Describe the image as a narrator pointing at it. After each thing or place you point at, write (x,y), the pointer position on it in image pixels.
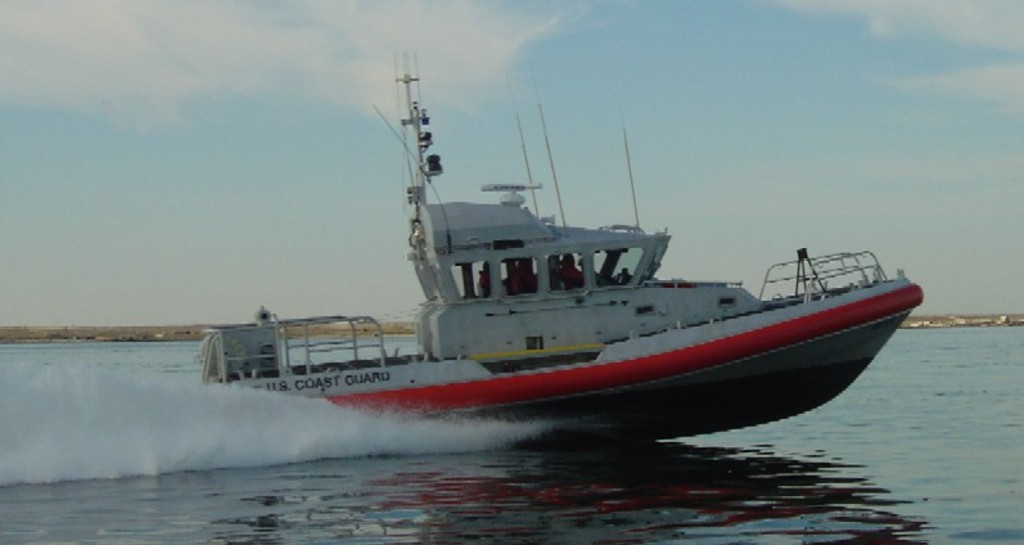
In this picture I can observe a ship (490,367) sailing in an ocean (219,421). In the background (390,68) I can observe sky (268,108).
